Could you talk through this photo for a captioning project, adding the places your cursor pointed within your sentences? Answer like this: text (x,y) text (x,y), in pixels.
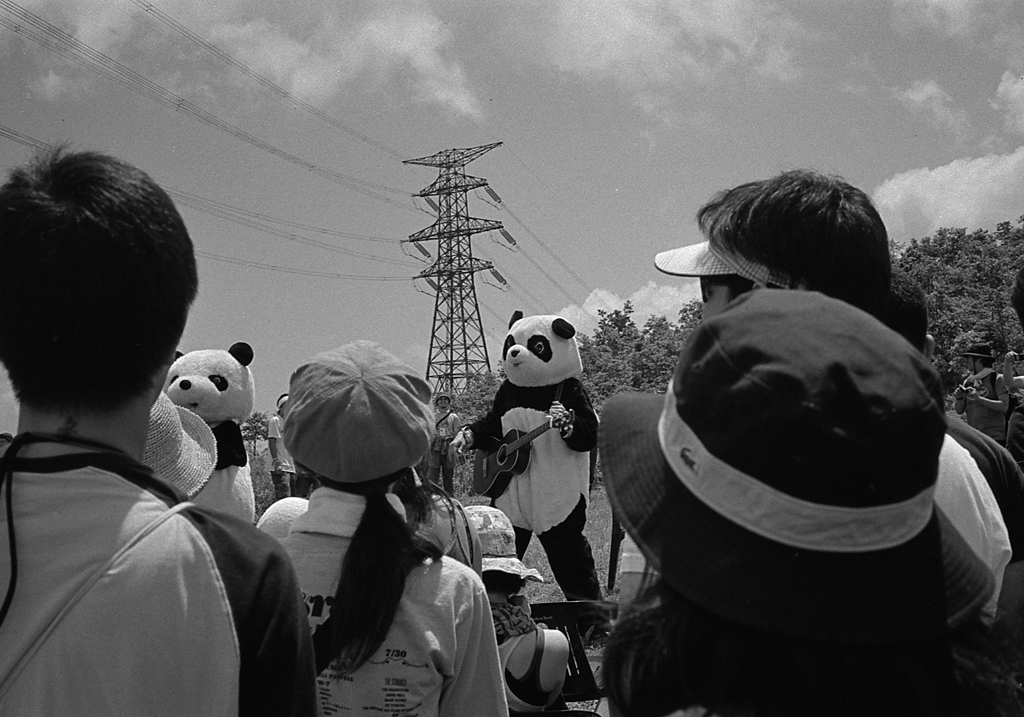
In this picture we can observe two members (225,448) who were dressed up like a panda (509,426). One of them was holding a guitar (511,450) their hands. We can observe some people (318,423) standing, wearing caps (340,428) and hats (421,431) on their heads (390,487). In the background (620,368) we can observe trees (640,335), tower (450,310) and some wires (404,243). We can observe a sky (479,100) with some clouds (377,95) here.
